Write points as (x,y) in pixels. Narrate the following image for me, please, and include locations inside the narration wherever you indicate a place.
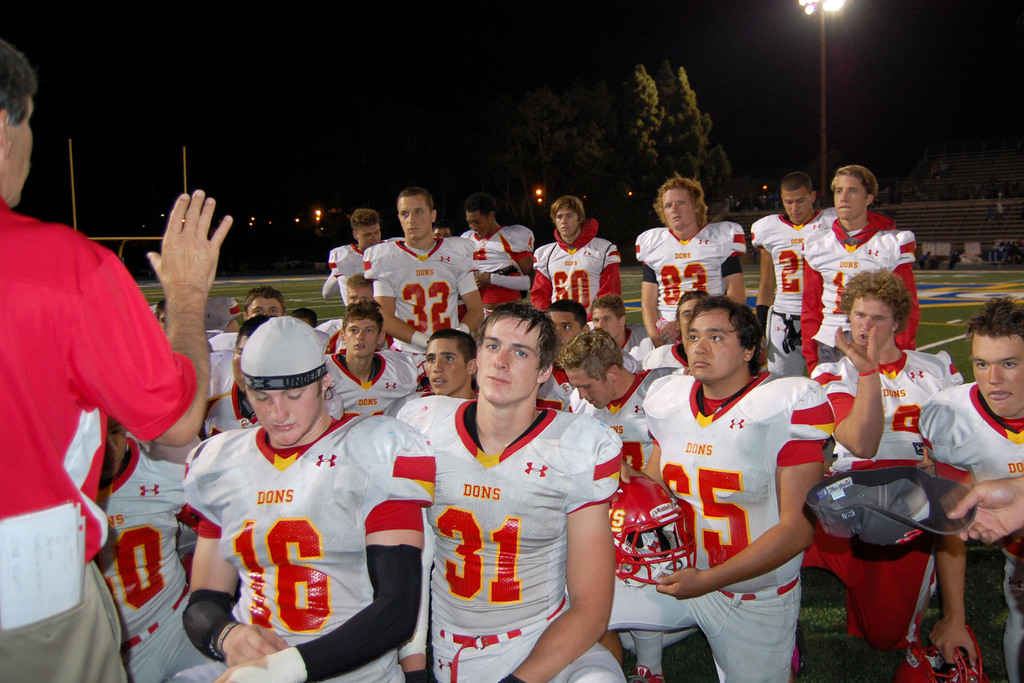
In this image there are so many football players (479,362) who are sitting and listening to the man (43,264) who is speaking in front of them. In the background (656,92) there are trees (558,107) and flood light (812,4). In the middle (655,378) there is a football player (724,578) who is sitting by holding the helmet (655,527).
